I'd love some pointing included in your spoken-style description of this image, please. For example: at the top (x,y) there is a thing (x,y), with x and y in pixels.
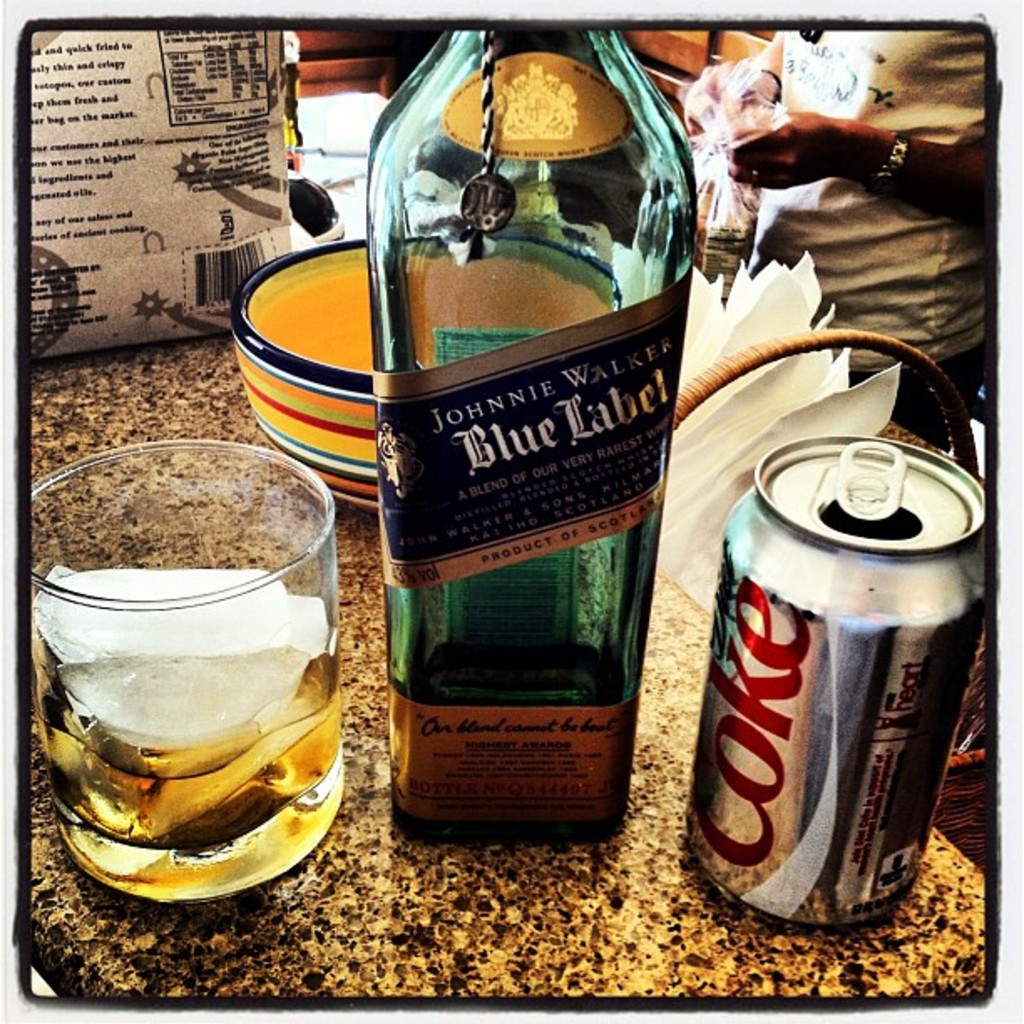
in this picture we can see a wine bottle (520,228), and tin (751,513) and wine glass (272,576) with ice (199,691) in it, and some other objects (206,296) on the table (116,389), and at back (865,97) a person (851,153) is standing on the floor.
